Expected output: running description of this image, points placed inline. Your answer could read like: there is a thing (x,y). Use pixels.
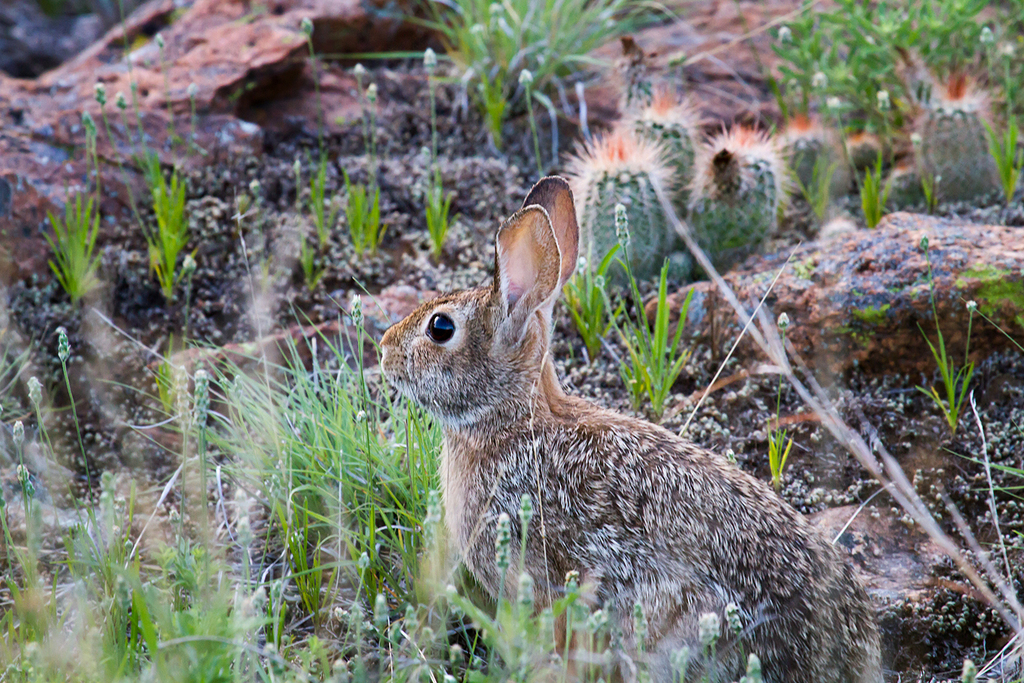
In this image, we can see a rabbit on the ground (287,517). The ground (160,494) is covered with grass (548,63), cactus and some stones (801,247).
